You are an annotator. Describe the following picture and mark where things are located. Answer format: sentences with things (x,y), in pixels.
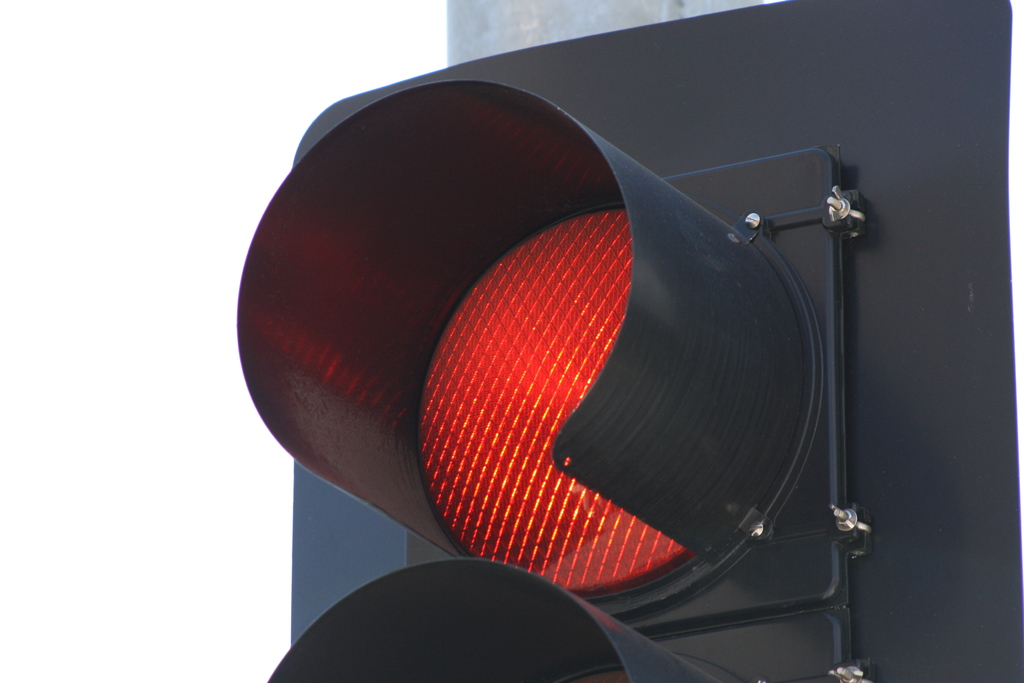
In this image I can see the signal light (594,314) which is in red color. And there is a white background (208,35).
